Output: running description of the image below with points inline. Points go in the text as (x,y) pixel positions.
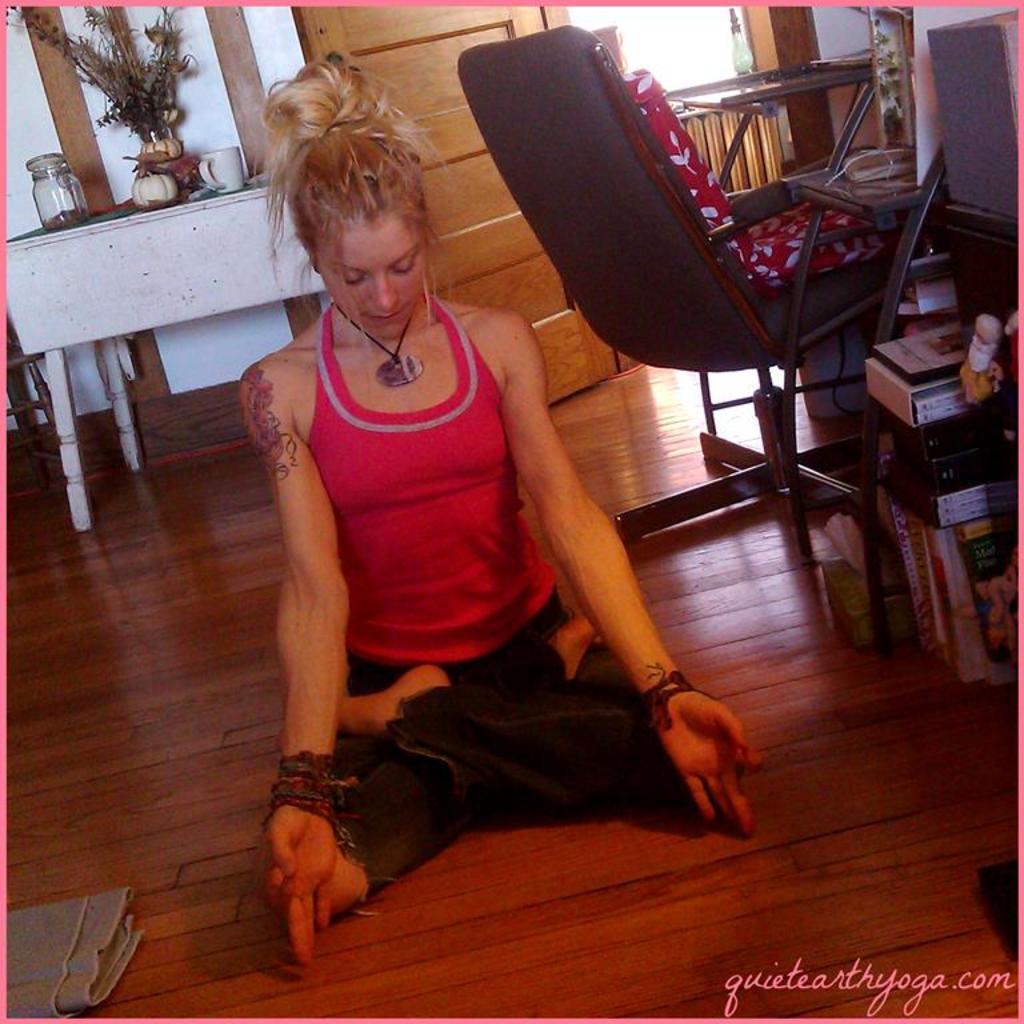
In this image there is a girl (478,663) sitting on a wooden floor (268,771) and there is a table (98,237), on that table (63,244) there are few items (168,172), beside the table (146,237) there is a chair (643,198), in the background (449,287) there is a wall (195,79) for that wall (89,37) there is a door (425,91).
